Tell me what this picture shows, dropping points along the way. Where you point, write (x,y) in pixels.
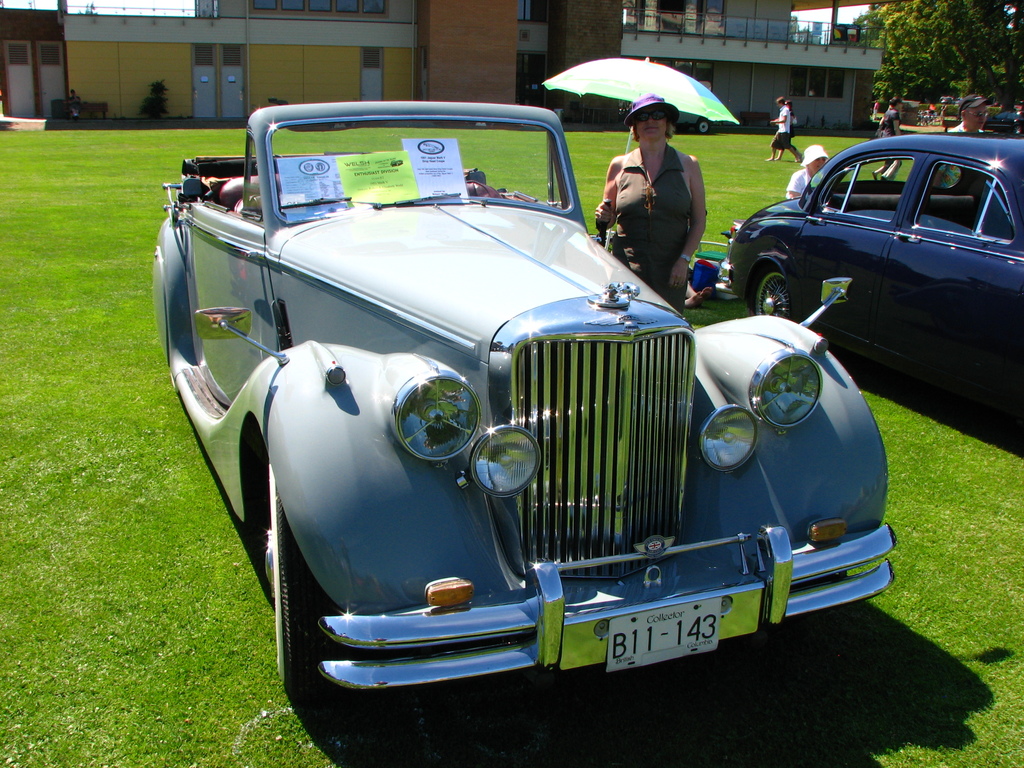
In this image there are a few vehicles (700,597) parked and a few people (652,159) walking and standing on the surface of a grass (673,138), one of them is holding an umbrella (664,85), there are a few objects (704,258). In the background (475,42) there are few vehicles (994,120), trees (944,71) and buildings (248,77).
